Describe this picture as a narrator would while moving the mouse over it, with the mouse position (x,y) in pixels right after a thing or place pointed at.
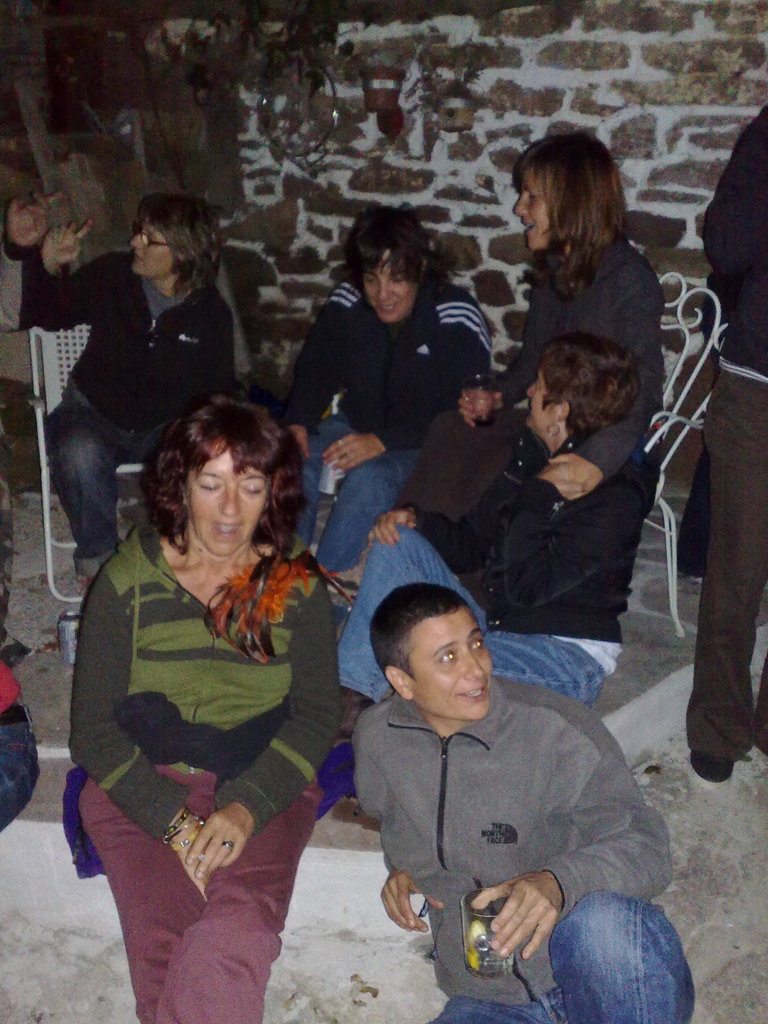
In this picture we can see a group of people (595,854), some people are sitting on chairs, some people (621,836) are sitting on the ground (357,865), one person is standing, some people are holding glasses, here we can see coke tins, wall (374,11) and some objects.
